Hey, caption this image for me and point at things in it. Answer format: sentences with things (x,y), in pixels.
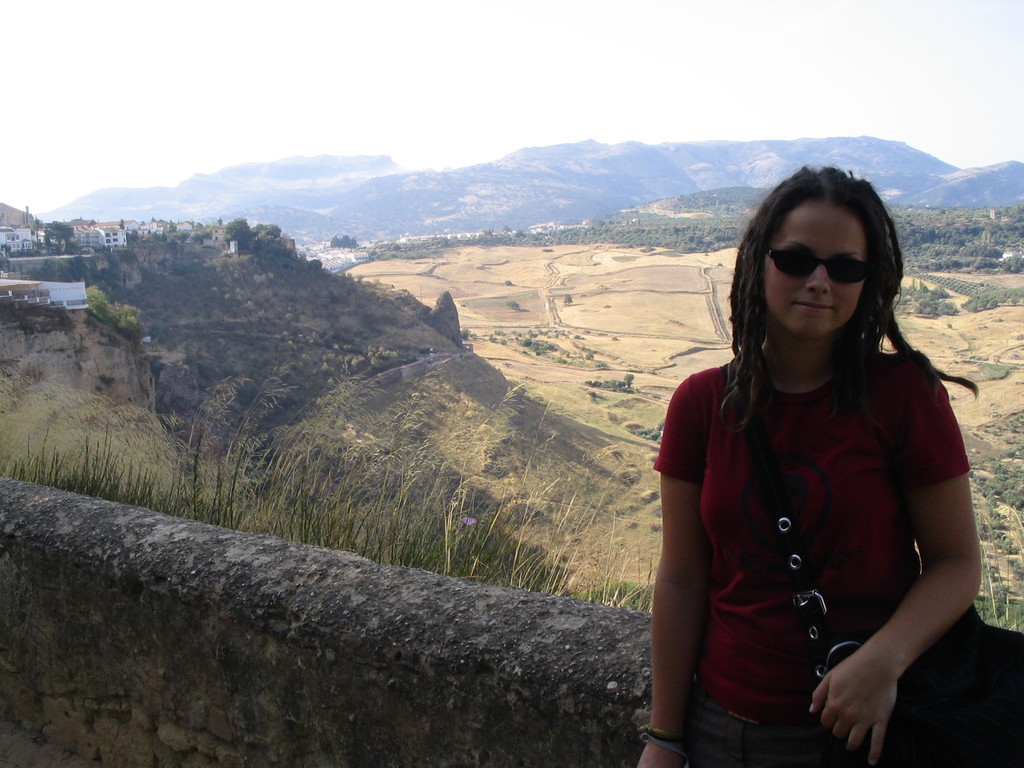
On the right side (874,440), there is a woman (741,367) in red color T-shirt (783,446), wearing sunglasses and standing. Beside her, there is a wall (183,548). In the background (225,258), there are buildings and trees (65,249) on a mountain (373,314), there are trees (715,216), buildings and grass (478,292) on the ground (599,296), there are mountains (877,157) and there are clouds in the sky (53,53).
